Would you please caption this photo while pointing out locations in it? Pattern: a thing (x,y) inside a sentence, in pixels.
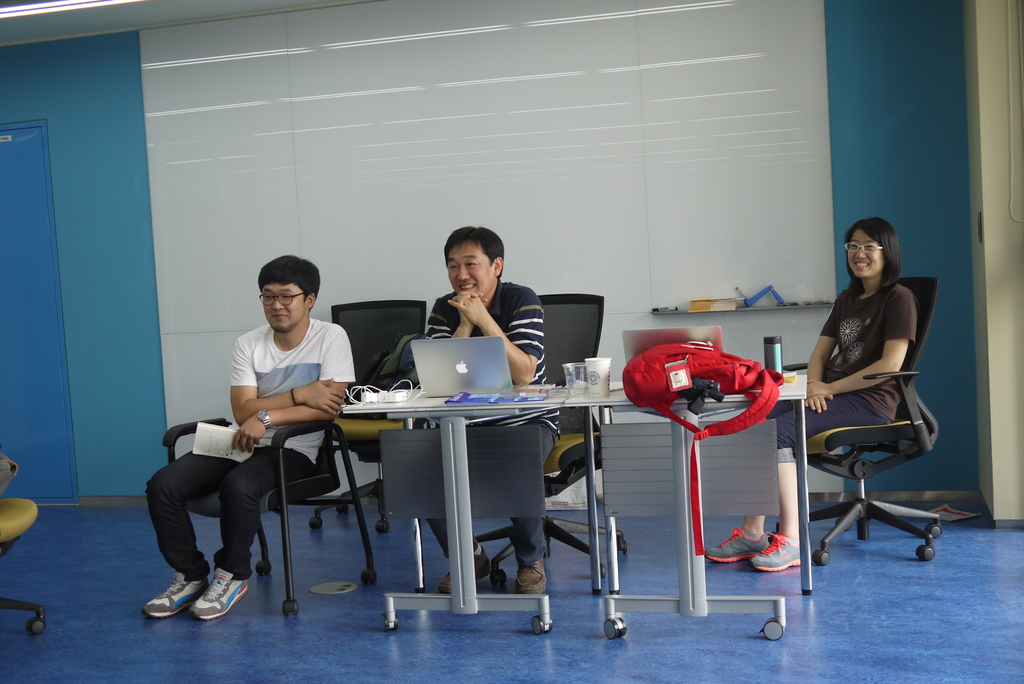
In this image I can see three persons (856,323) are sitting on the chairs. Two are men (449,334), one is woman (876,342). The person (460,335) who is sitting in the middle (517,322) is wearing blue color t-shirt (519,315) and smiling. the man (309,370) who is sitting at the left side (248,407) is wearing white color t-shirt (266,378), holding a book (223,444) in his hand (246,433) and smiling. The woman (876,318) who is sitting at the right side (864,322) is smiling. In the background (417,179) I can see a wall (513,184). In front of these people (508,348) there is a table (452,434). On this table (453,447) there is a red color bag (657,371), two glasses (579,382), laptop (482,379) and some wires (388,398) are there. This is an image clicked inside the room (586,626).
